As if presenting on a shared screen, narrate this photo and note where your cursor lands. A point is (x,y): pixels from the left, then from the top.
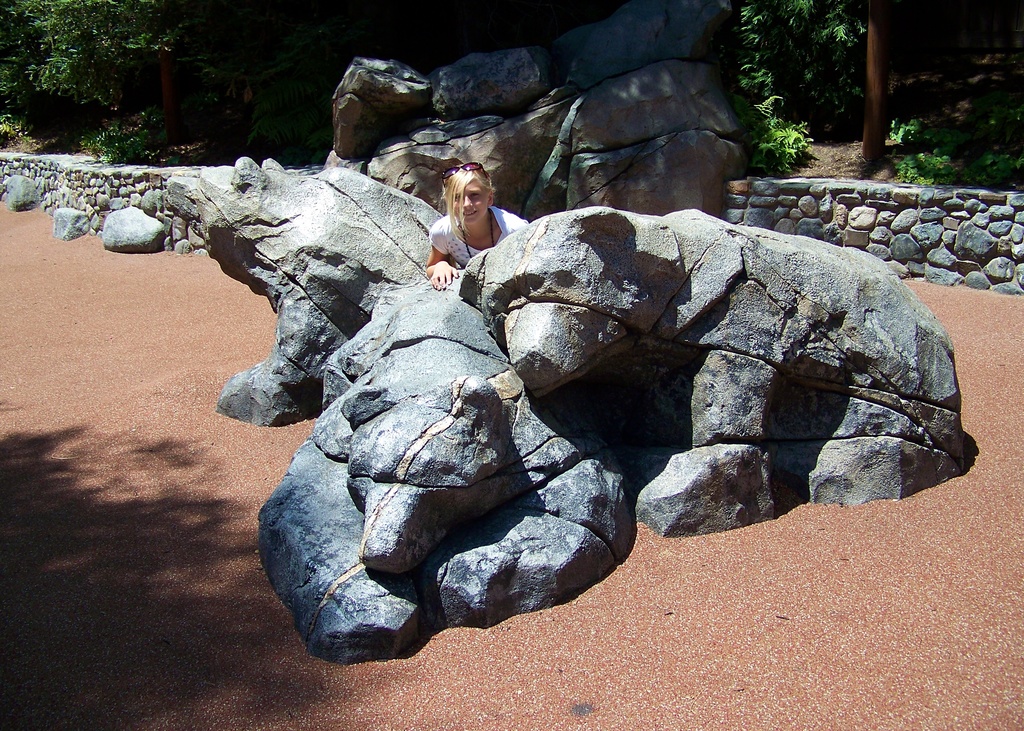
In this picture there is a woman (438,224) behind the sculptures (408,438). At the back (437,204) there are rocks (419,162) and there is a wall (81,185) and there are trees (297,95). At the bottom (999,667) there is ground (1003,638).
